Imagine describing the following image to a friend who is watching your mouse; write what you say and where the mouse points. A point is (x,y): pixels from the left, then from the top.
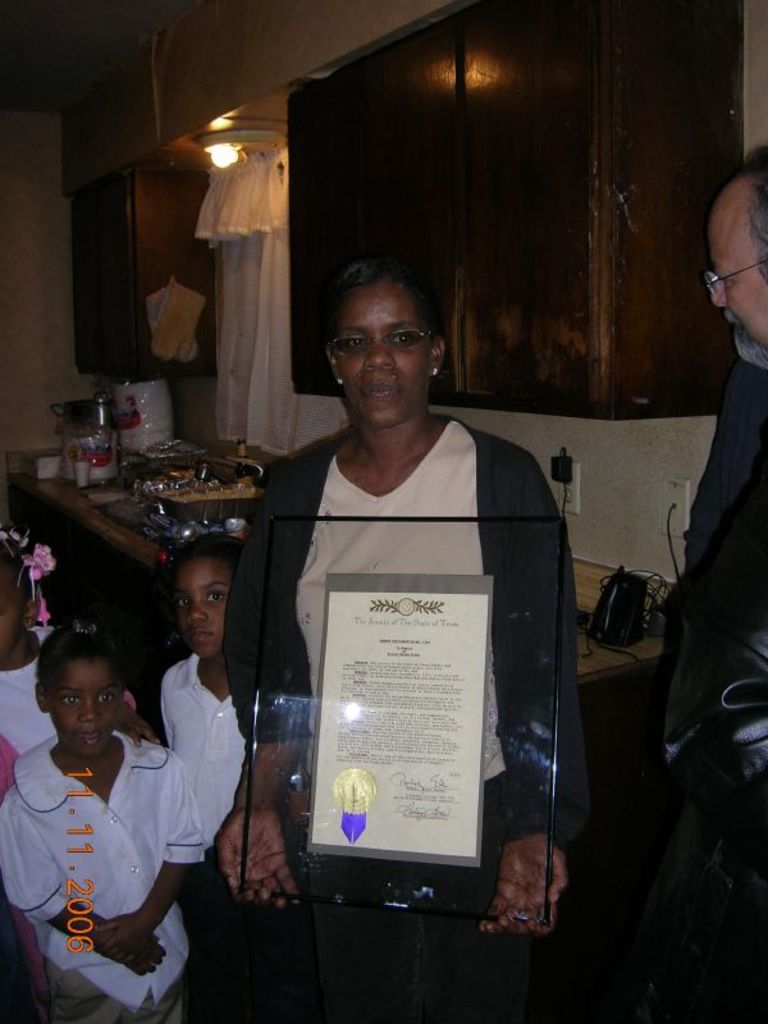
In the middle (396,553) a woman (543,850) is standing by holding the glass (430,739) in her hands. On the left side (235,759) there are 3 children (146,733), they wore white color dresses (122,769). On the right side (752,396) a man (747,317) is there, he wore spectacles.
